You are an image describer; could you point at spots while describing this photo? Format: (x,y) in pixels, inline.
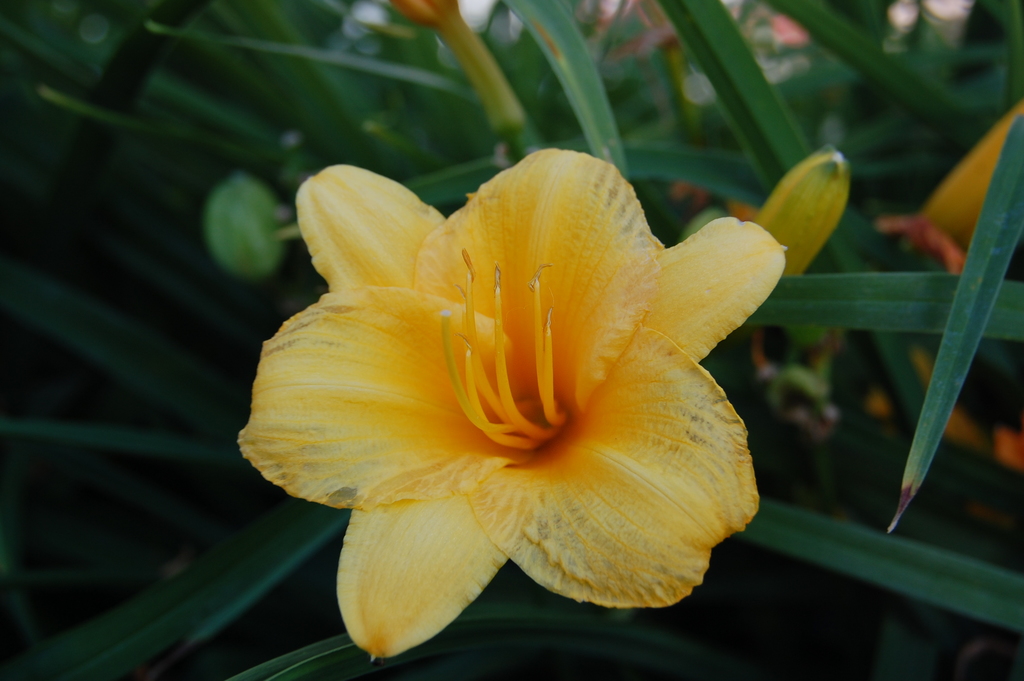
In this image we can see a plant (549,391) with flower (423,436). In the background (321,633) there are plants (777,188).
